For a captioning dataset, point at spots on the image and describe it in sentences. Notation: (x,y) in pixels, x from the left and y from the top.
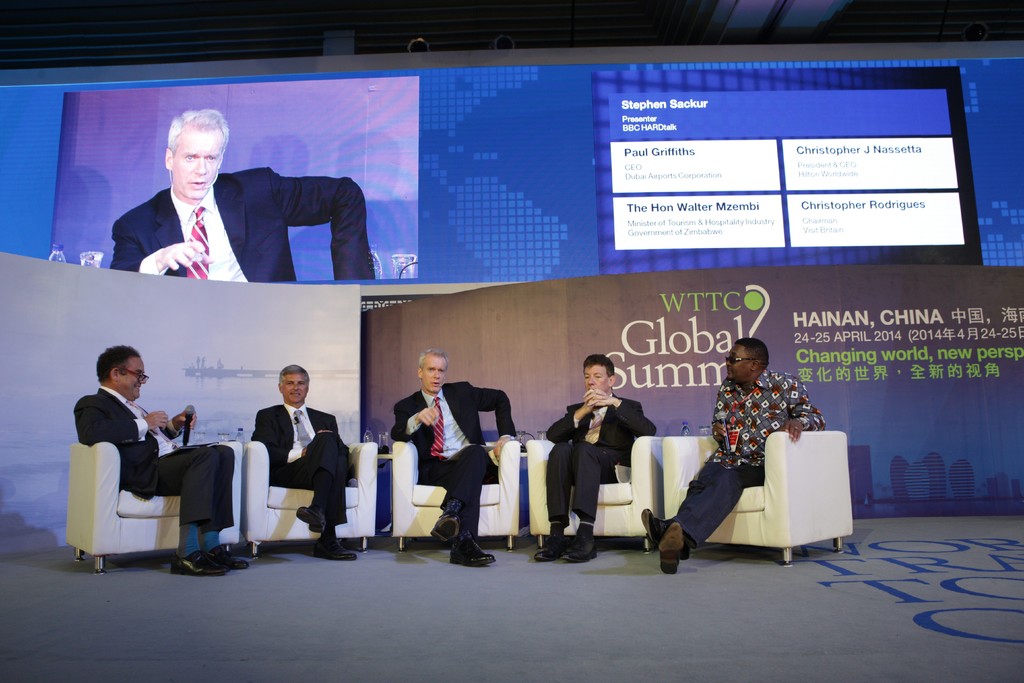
There are five persons (725,494) sitting on white chair (255,492). Person (200,492) on the left side (150,440) is wearing a specs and holding a mic (192,426). In the back (699,354) there is a banner (771,325) and a screen (616,170) with some names (855,208) written on that.
